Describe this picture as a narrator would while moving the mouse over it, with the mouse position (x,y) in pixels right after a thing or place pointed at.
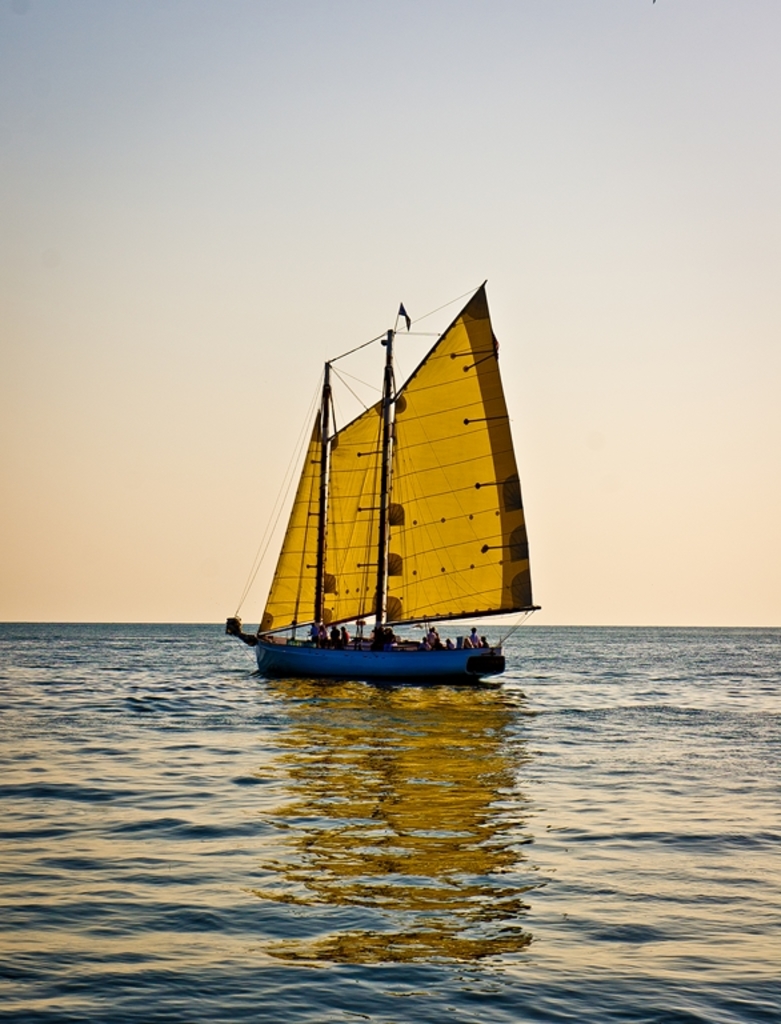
As we can see in the image there are few people (339,625) on boats (348,643). There is water (124,1000) and sky (219,272).
